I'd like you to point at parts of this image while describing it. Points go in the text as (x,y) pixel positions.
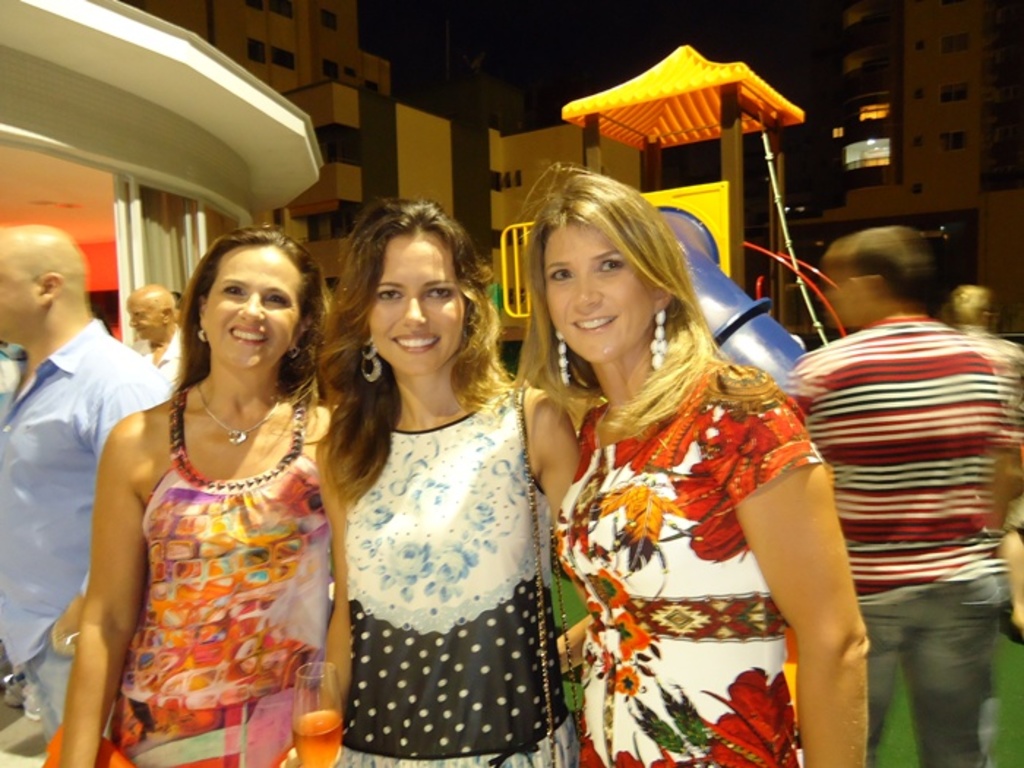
In the middle of the picture (622,283) we can see three women (547,497) and they are smiling. In the background (61,671) we can see few persons (964,599), playground equipment (705,122), and buildings (948,140). At the bottom (309,756) we can see a glass (314,702) with drink (319,741).
